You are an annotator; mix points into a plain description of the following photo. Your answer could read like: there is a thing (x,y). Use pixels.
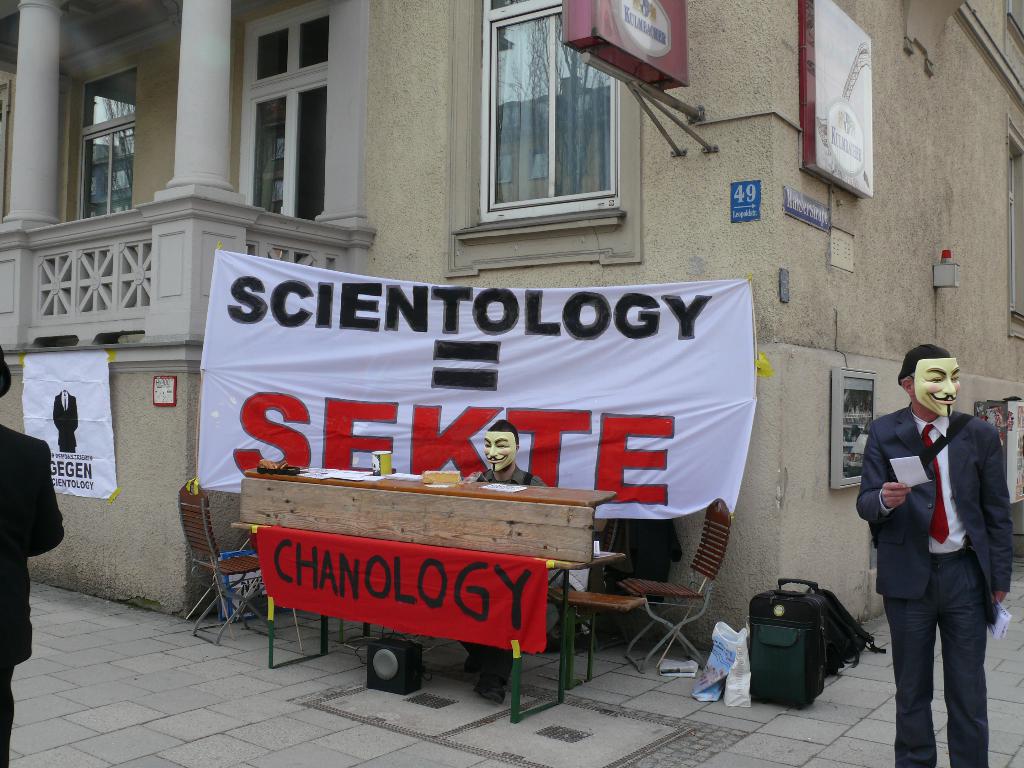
On the right side of the image (897,564) we can see a man (912,539) standing by wearing a mask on his face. In the center of the image (509,436) we can see a man (505,472) wearing a mask (501,459) is sitting behind the desk (489,497). There is a banner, chairs (653,617), bags (767,614) on the ground (888,674). In the background of the image (172,414) we can see a building (391,127).
